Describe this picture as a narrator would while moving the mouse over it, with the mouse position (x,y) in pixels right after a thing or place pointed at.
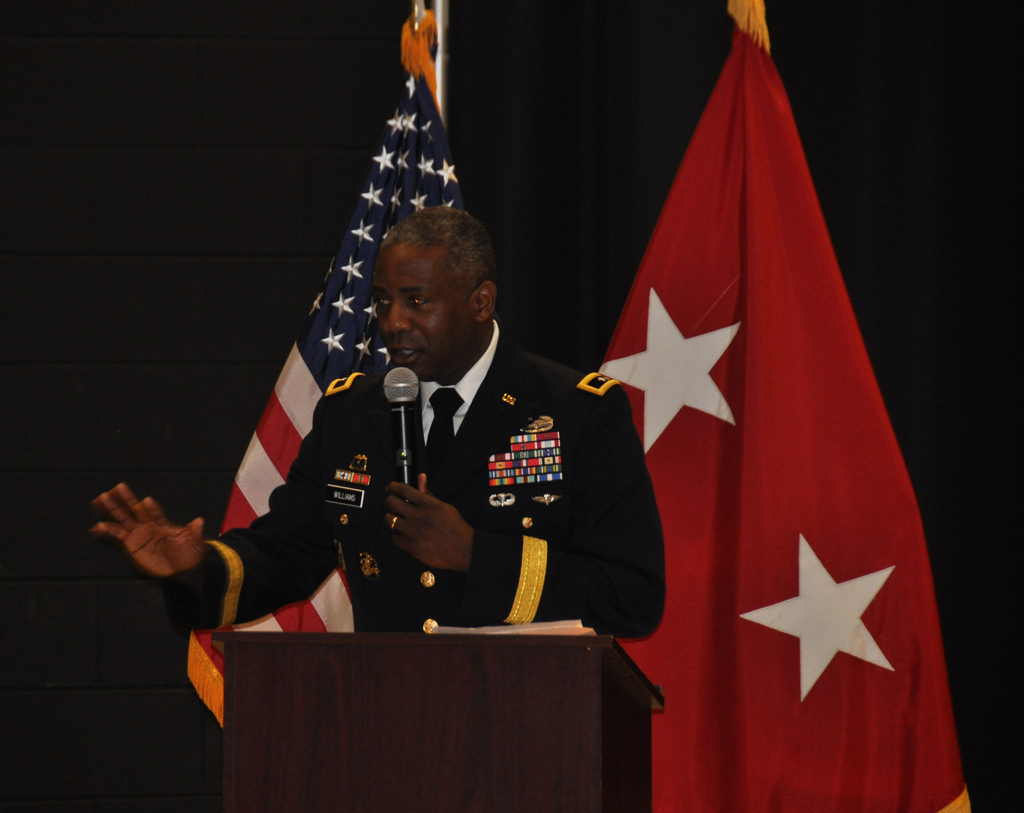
In the image we can see a man (553,478) standing, wearing clothes (586,526), finger ring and holding a microphone (399,459) in his hand (445,516). Here we can see the podium (441,690) and behind the man (472,310) we can see the two different flags (382,204). The background (530,135) is dark.
